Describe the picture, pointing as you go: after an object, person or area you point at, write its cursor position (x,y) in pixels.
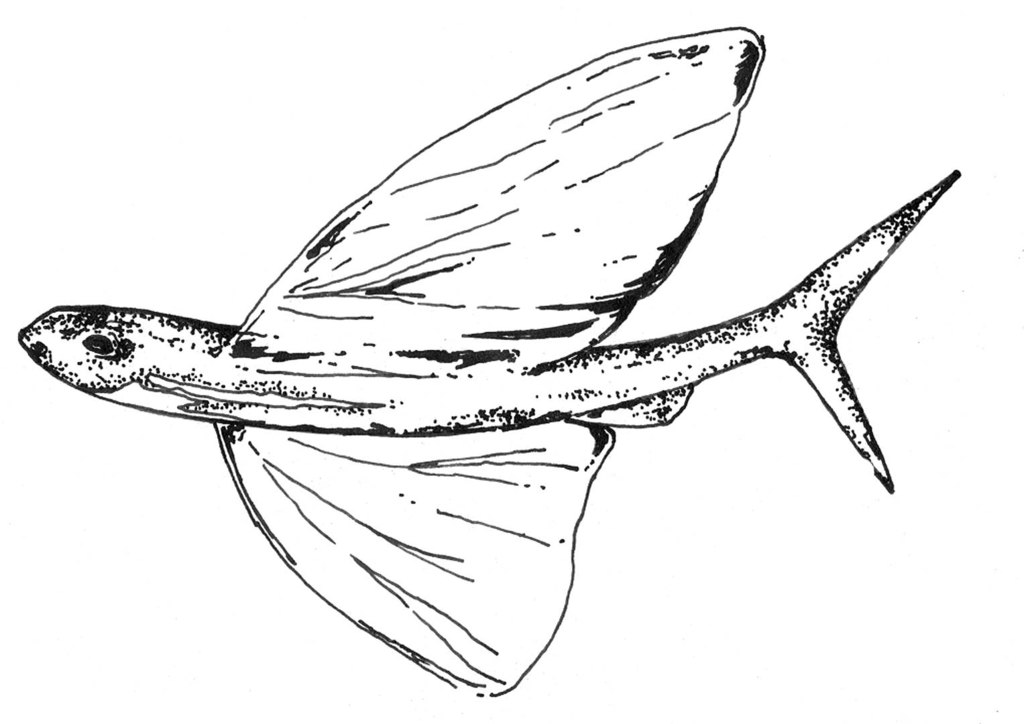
Here we can see a drawing of a fish (713,369). Background (8,95) it is in white color.
